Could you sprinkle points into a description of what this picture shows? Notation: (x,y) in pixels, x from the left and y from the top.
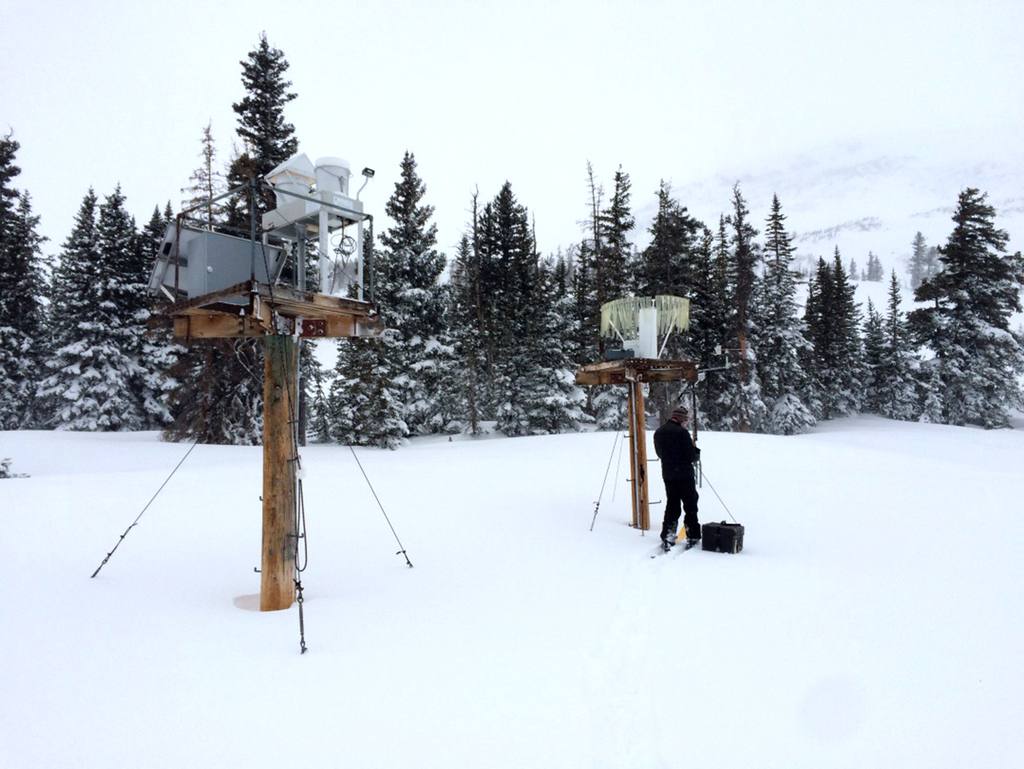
In this image I can see a person (671,543) standing on the snow (642,581). There is a box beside him. There are 2 wooden stands (629,404) on the left (337,296). There are trees (433,314) at the back (977,418).
